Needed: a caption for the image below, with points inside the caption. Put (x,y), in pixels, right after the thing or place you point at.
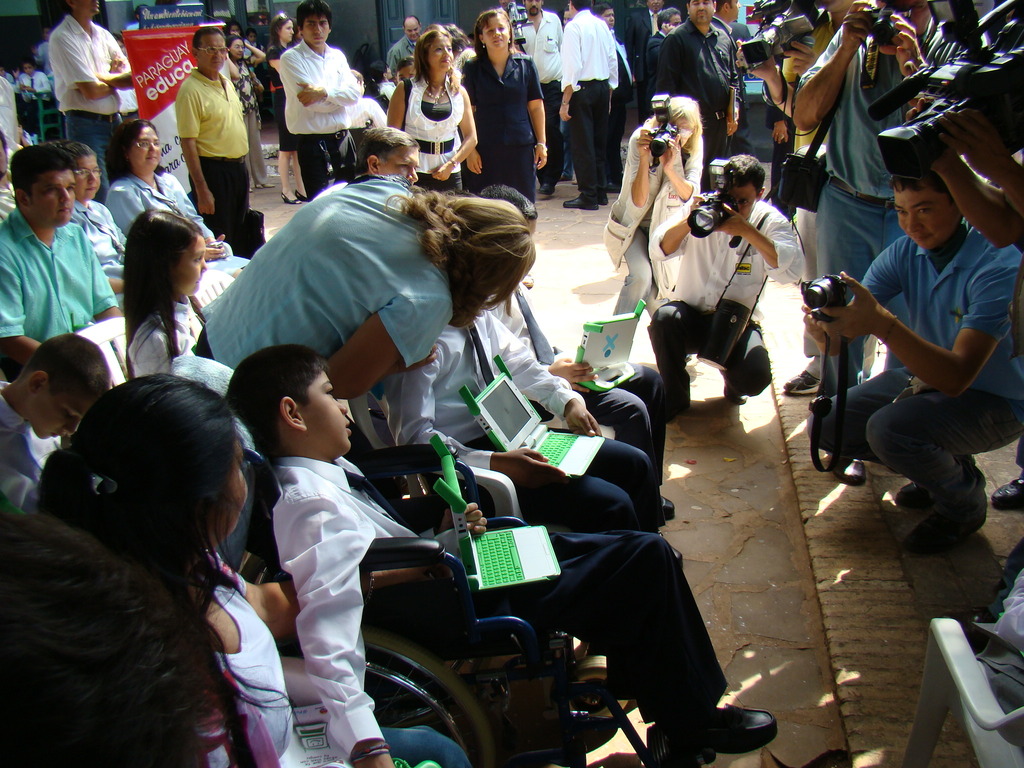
There are group of people (390,297) sitting and standing. Among them few people (700,249) are holding cameras (727,215) and video recorders (921,145). This looks like a banner (160,101). In the background (352,17), I can see a building wall (367,23).
